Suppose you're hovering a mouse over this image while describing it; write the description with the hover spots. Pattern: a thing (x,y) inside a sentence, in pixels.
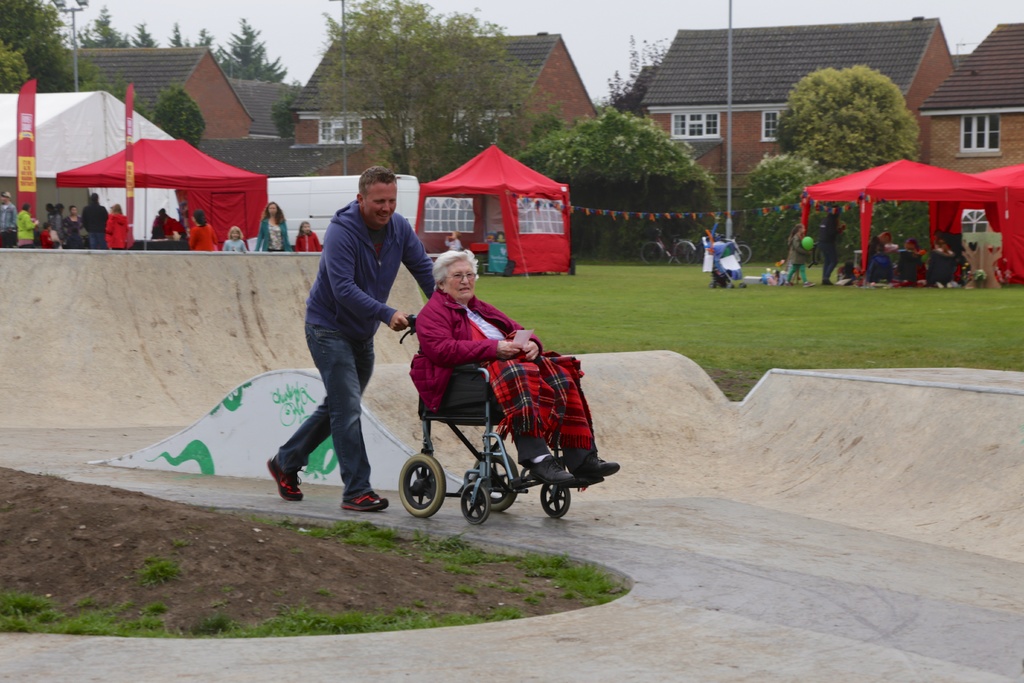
In this picture I can see a man (363,377) is holding wheelchair (464,439) on which I can see a woman (467,332) sitting on it. In the background (415,111) I can see buildings (307,173), trees (465,125) and tents (462,211). Here I can see grass (810,269), people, poles (73,31) and the sky (594,34) in the background (594,34).
